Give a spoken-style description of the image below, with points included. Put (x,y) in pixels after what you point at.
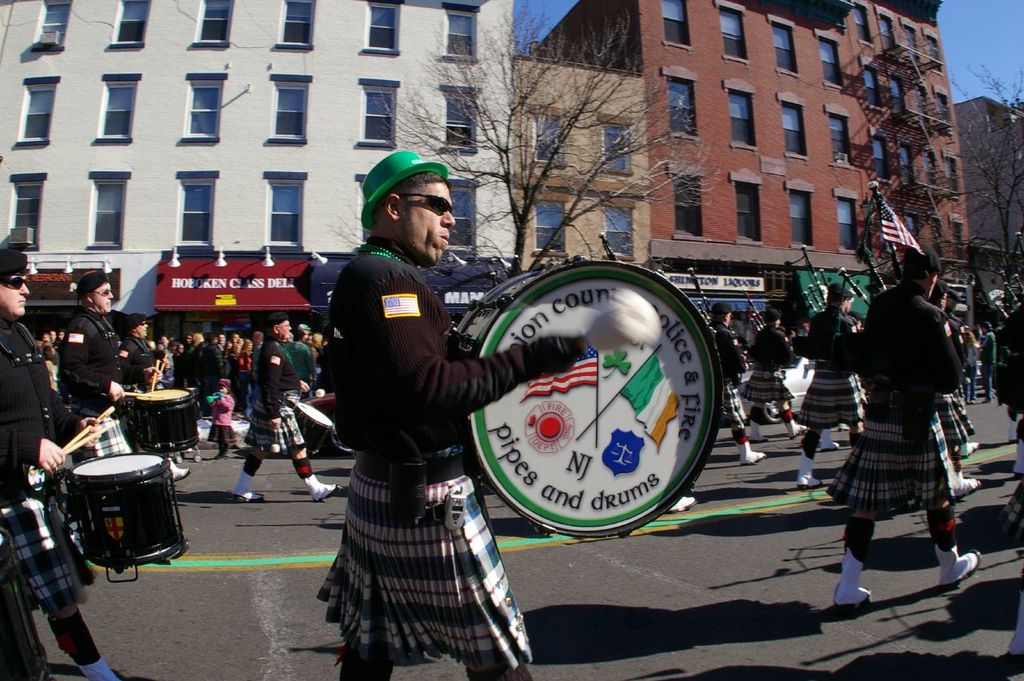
In this image I can see the group of people (469,368) walking. Among them some people (43,425) are playing drum set (529,472). At the back (459,121) there is a tree (525,143) and the building (589,118).
